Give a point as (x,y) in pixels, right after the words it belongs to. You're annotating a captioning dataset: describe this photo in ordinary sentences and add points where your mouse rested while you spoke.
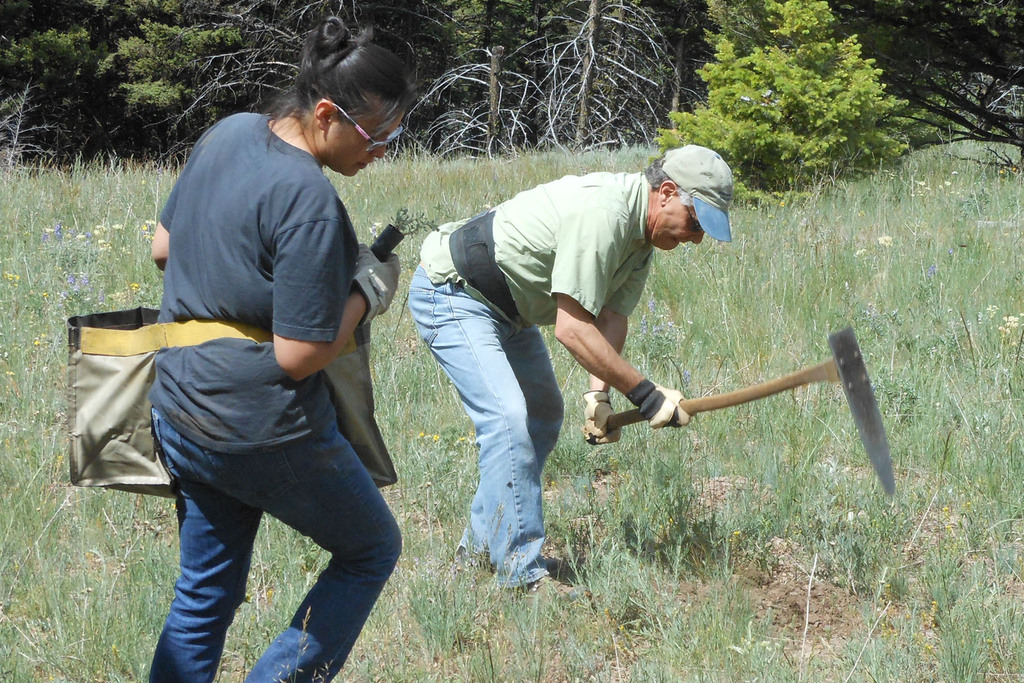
In this picture we can see two persons (174,416) standing on the grass (318,573) and they are holding some objects (350,358). Behind the two persons (330,243), there are trees (603,104).
